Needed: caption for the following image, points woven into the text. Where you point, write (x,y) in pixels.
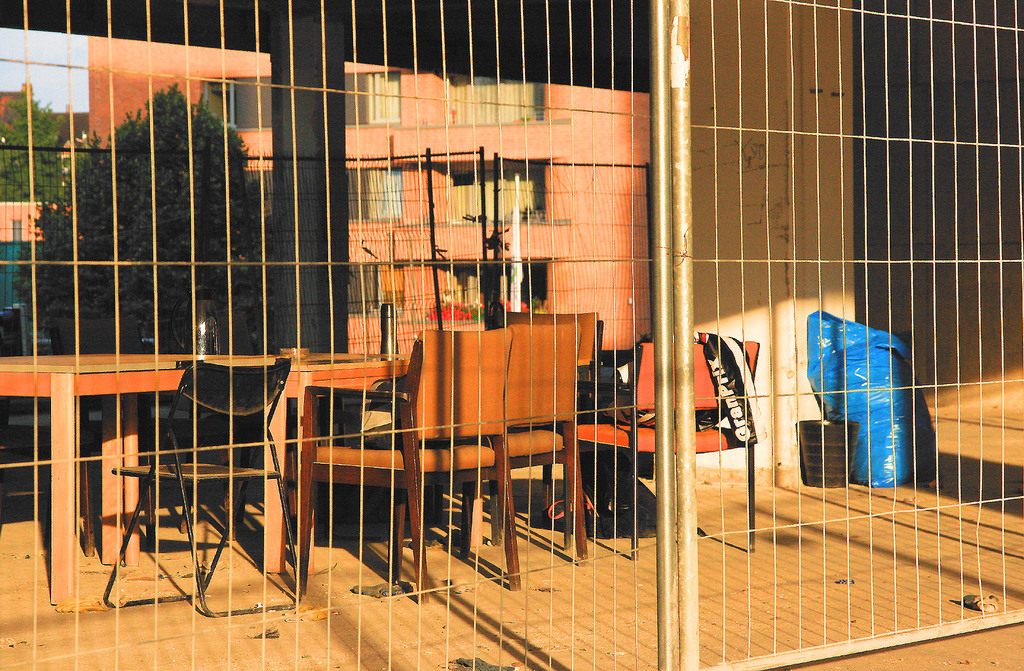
In front of the image there is a metal fence (230,478). There are some objects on the chairs (539,431). There is a bottle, flask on the table (24,387). On the right side of the image (816,487) there is a pot (826,448). Beside the pot (810,478) there is a bag (896,431). In the background of the image (103,119) there are buildings (120,109), trees (141,131) and sky (23,41). There are some objects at the bottom of the image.
